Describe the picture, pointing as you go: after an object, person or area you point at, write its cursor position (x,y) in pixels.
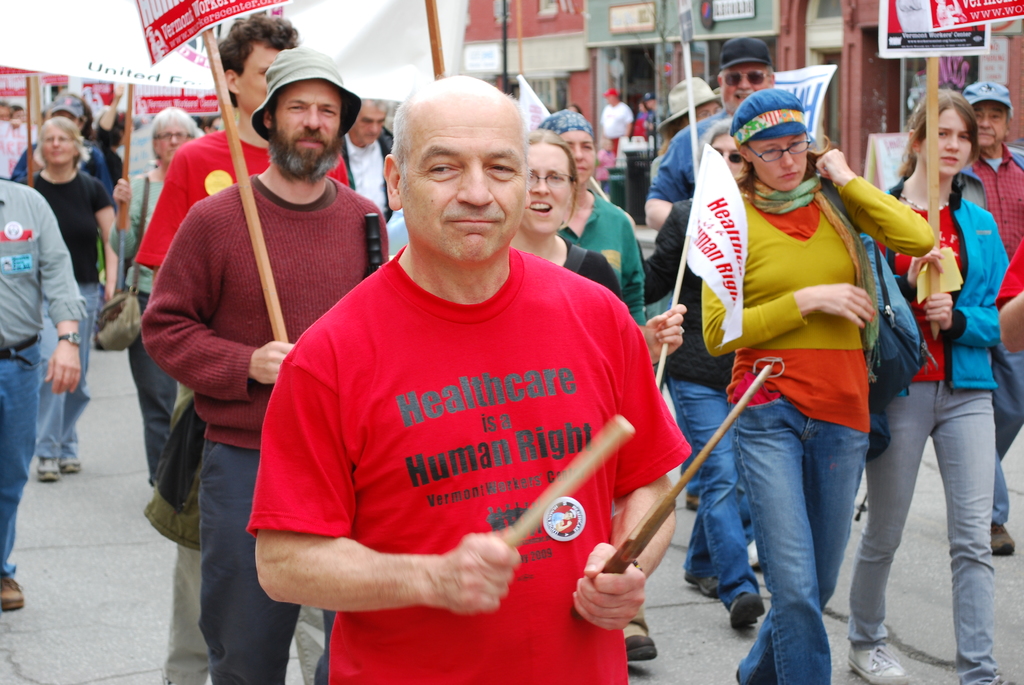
In this image a person (487,570) wearing a red T-shirt (463,444) is holding sticks (617,565) in his hand (590,583). Behind him there are few people (80,276) holding posters (937,290) and few people (285,115) are holding the banner (368,37). Right side (881,353) there is a woman (846,287) carrying a bag (901,295). She is wearing a cap (781,132) and spectacles (802,144). Background (1015,56) there are buildings (829,40). Few objects (646,188) are on the pavement (647,237). Few people (610,129) are standing on the pavement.
